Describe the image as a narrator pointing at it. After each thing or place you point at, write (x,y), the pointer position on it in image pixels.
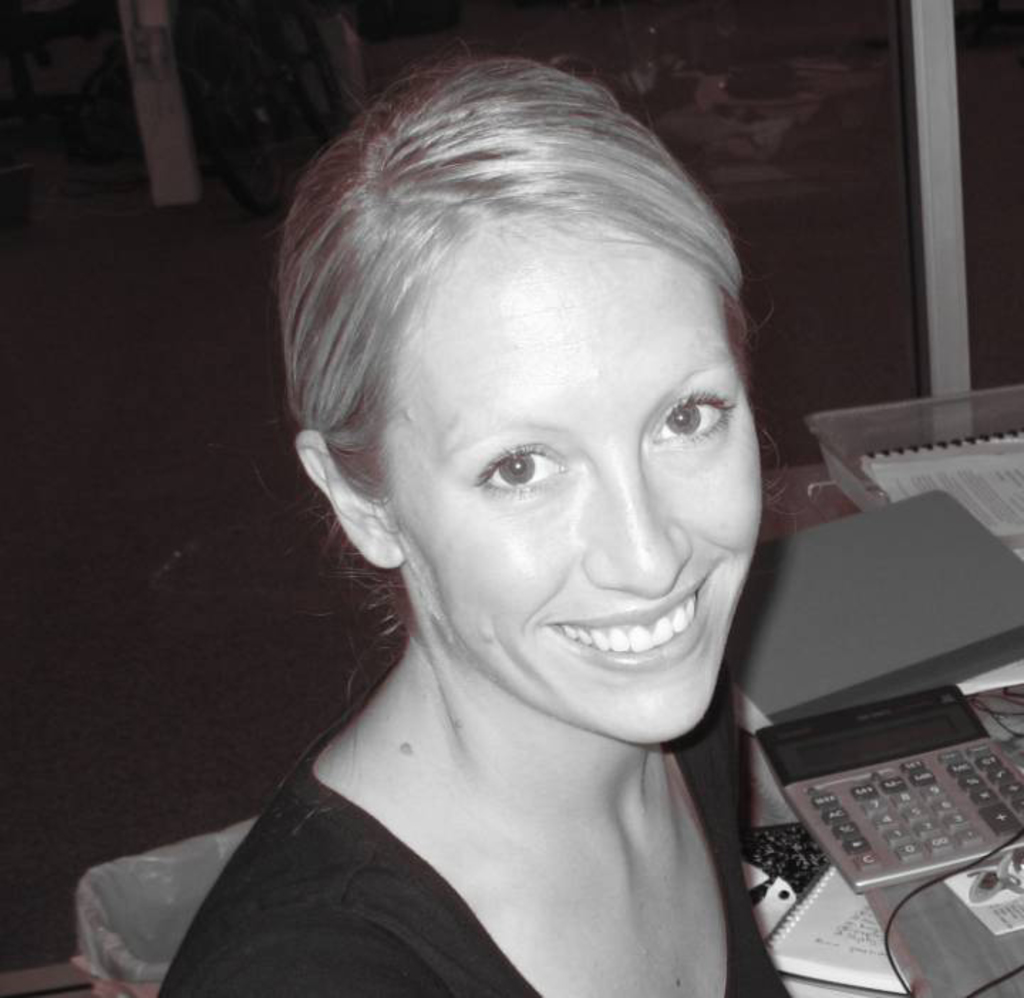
There is a woman (539,292) in the foreground area of the image (557,615), there is a calculator (913,772), books (820,567) and other objects (951,517) in the background (841,631).
